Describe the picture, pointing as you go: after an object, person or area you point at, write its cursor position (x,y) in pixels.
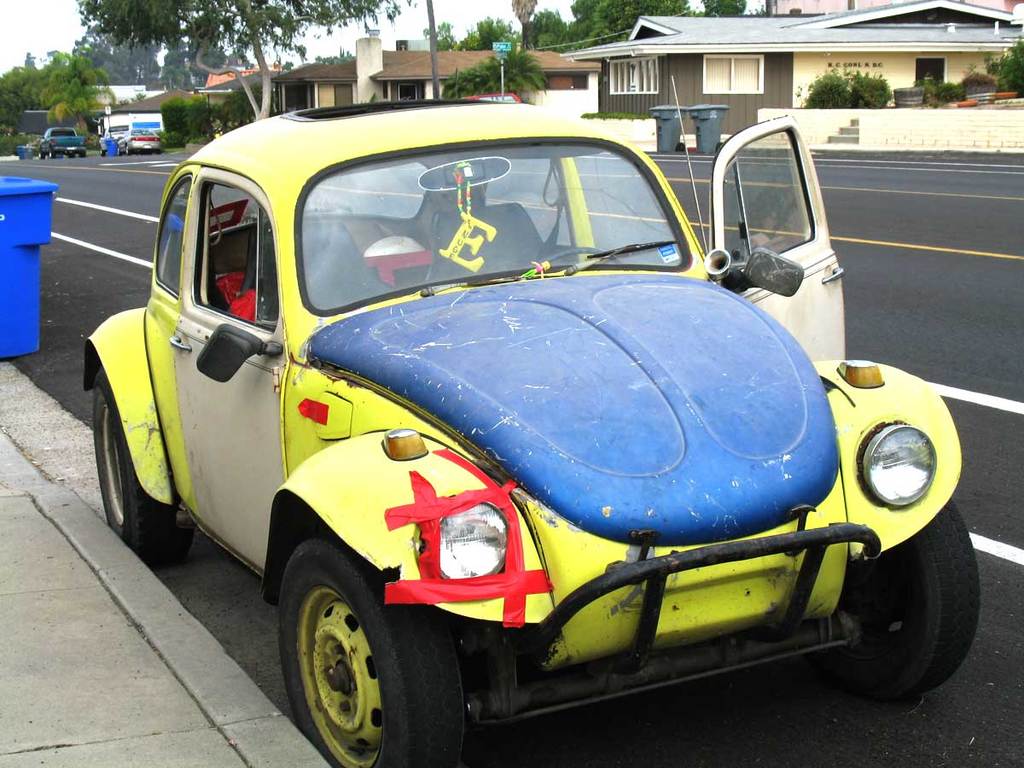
In this image we can see vehicles (208,250) on the road (187,588). On the left (111,588) there is a walkway (150,630) and we can see bins (696,117). In the background (737,117) there are buildings (466,63), trees (251,67) and sky (37,45).
